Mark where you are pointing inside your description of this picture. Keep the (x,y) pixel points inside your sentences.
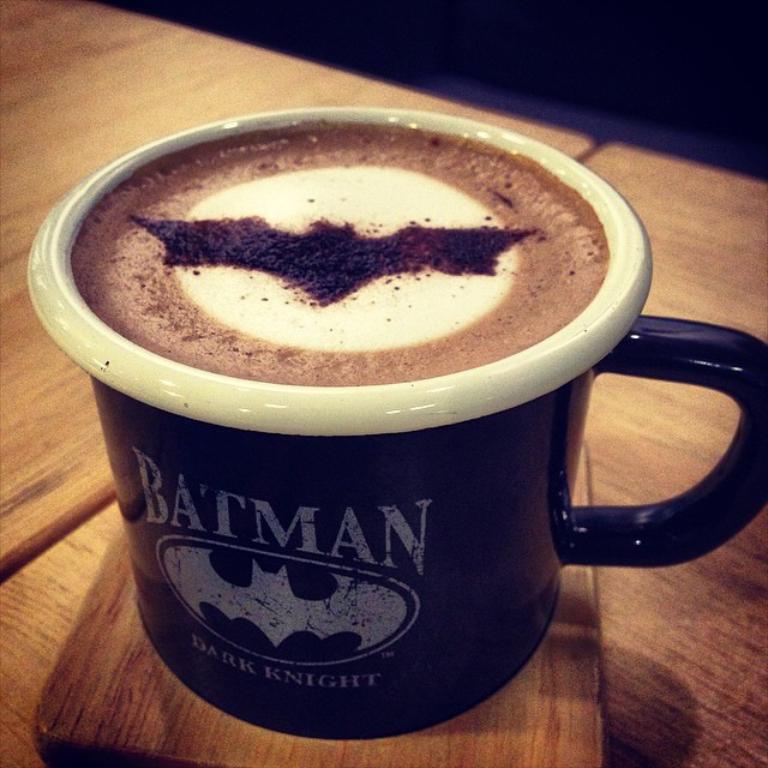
There is one black color coffee cup (362,531) is kept on a wooden surface (175,112) as we can see in the middle of this image (406,473).
